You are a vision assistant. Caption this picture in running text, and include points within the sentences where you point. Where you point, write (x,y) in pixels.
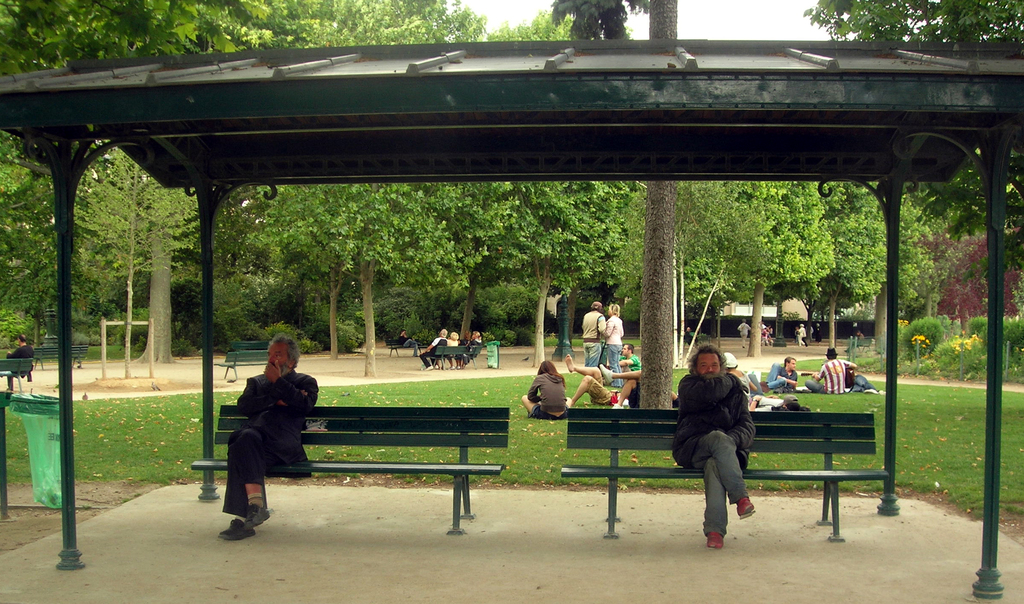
In the image we can see there are two people (723,439) who are sitting on the benches (774,434) and at the back (819,377) there are people (782,374) who are lying on the grass (522,389) and there are lot of trees (707,308) all around.
